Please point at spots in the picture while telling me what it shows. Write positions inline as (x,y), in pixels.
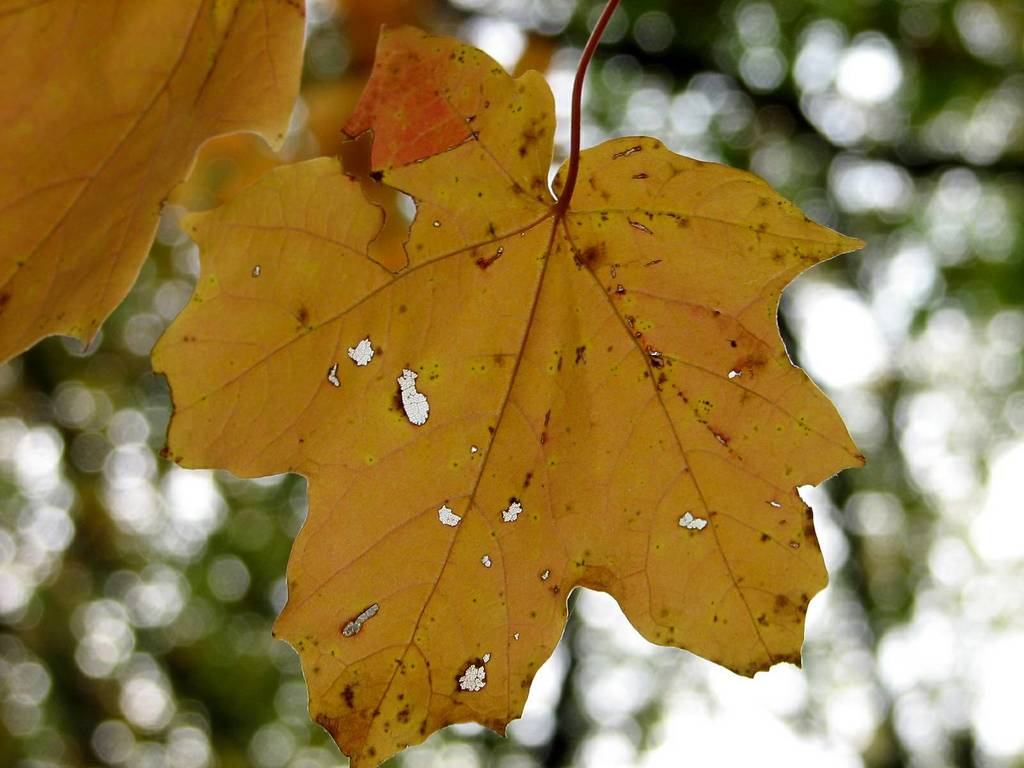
This picture is clicked outside. In the foreground (488,163) we can see the dry leaves (594,432) and the stem (577,81). The background of the image (868,7) is blurry and we can see the green color objects (853,527) seems to be the plants (93,599).
